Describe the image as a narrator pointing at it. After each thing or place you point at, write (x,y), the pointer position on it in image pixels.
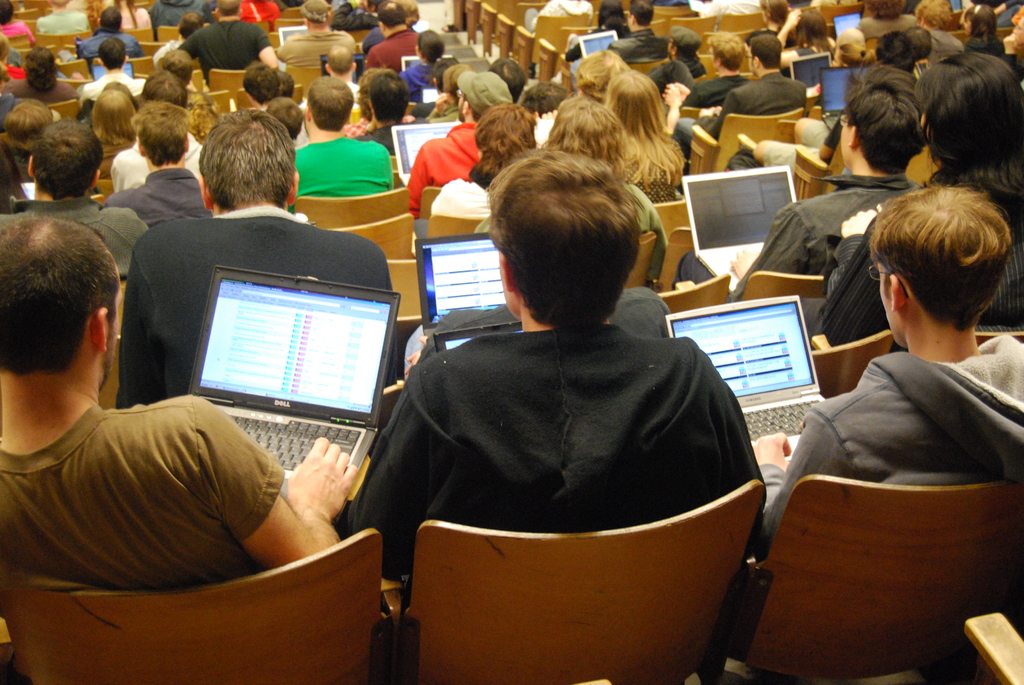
There are group of people (577,146) sitting on chairs (158,29) and we can see laptops (359,70).
